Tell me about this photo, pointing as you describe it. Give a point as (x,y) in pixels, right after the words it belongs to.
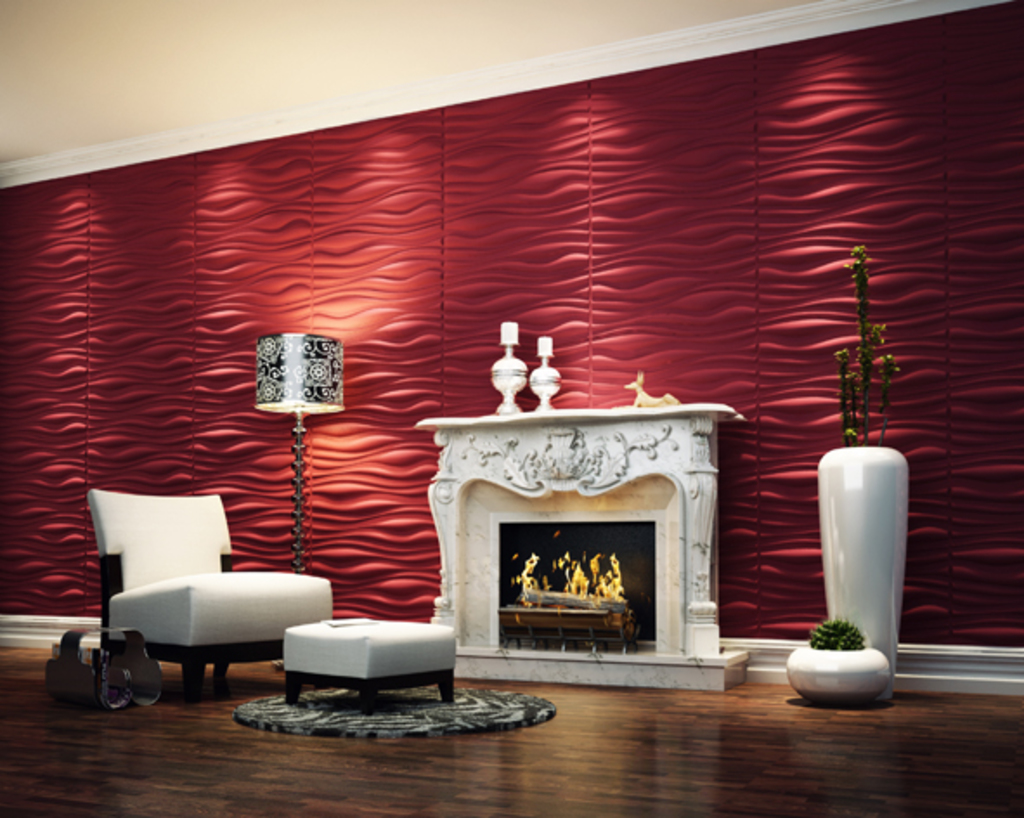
In this image I can see a carpet (258,718), wooden floor (251,737), table (296,648), chair (184,585), fireplace (663,591), lantern lamp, plants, designed red wall (984,413) and objects (641,385). Objects (556,372) are on the fireplace (565,520).
